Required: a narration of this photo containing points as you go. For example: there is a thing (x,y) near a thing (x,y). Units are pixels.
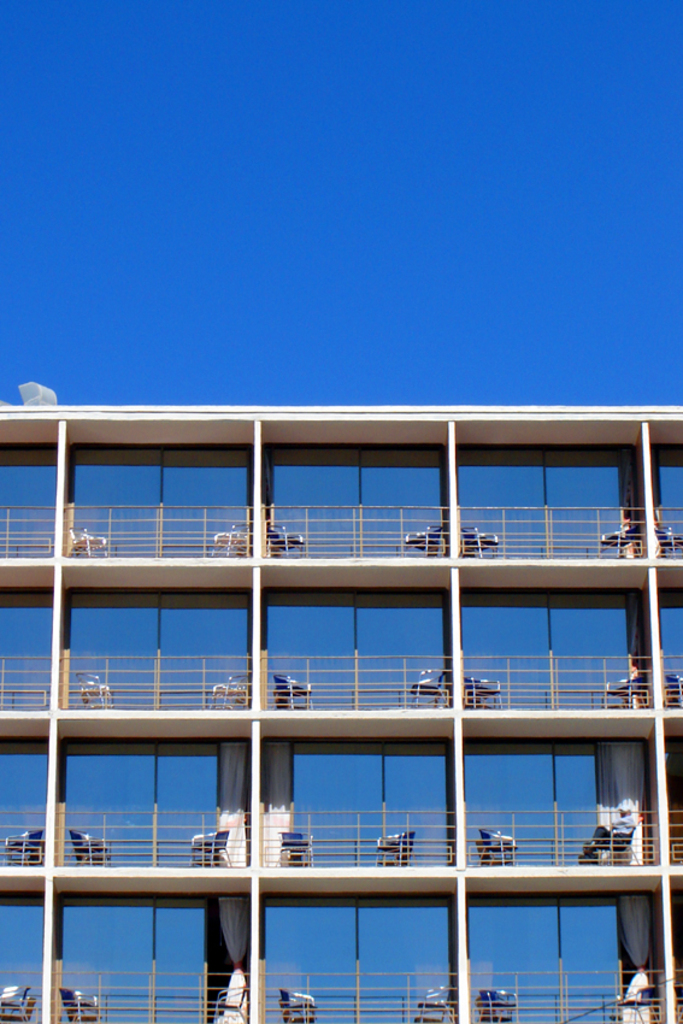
In this image we can see the building (334,487) with the glass windows (267,937) and also the grills (111,546). We can also see the chairs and there is also a person (627,815) sitting on the chair (614,844). At the top (126,206) we can see the sky (336,39).
